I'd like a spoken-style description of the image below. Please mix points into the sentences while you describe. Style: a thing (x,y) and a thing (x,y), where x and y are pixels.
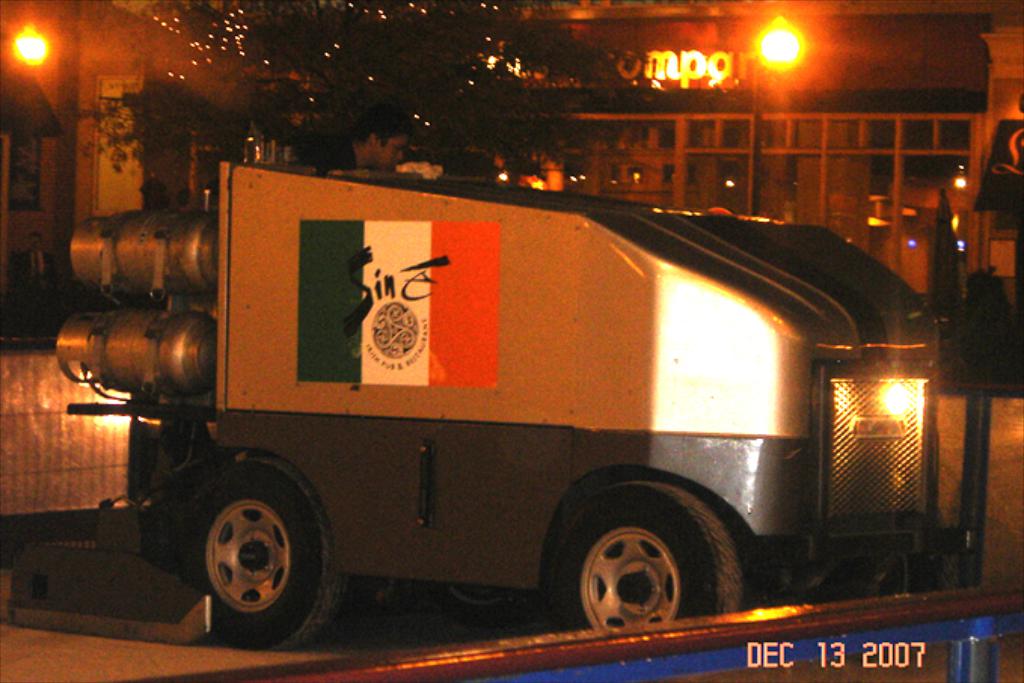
In this image I can see a vehicle (263,239) in the front (379,229) and on it I can see a man (372,121). In the background (420,78) I can see a tree (372,105), two lights (27,58), a building (580,12), few boards (1019,142) and on it I can see something is written. On the bottom right side of the image (750,647), I can see a watermark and I can also see depiction of a flag (322,319) on the vehicle (310,246).
